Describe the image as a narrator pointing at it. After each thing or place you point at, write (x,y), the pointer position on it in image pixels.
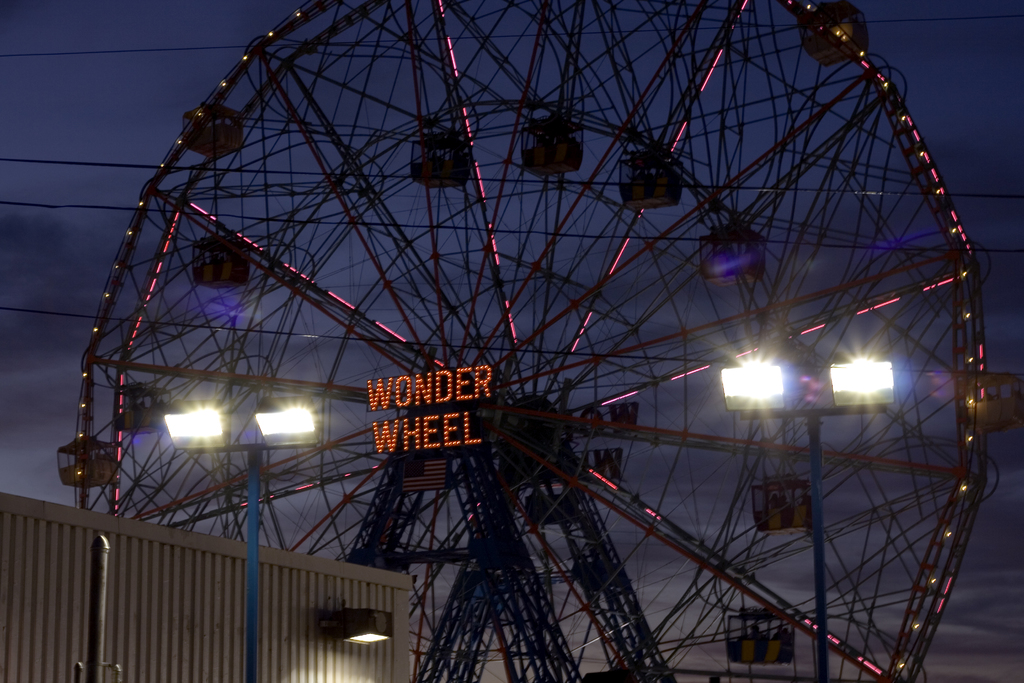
This picture is captured during the night time. In the background (343,123) we can see the sky (322,89) and transmission wires (1,157). This picture is mainly highlighted with a giant wheel (892,302). We can see the lights (486,388). On the left side of the picture (239,622) we can see the wall (264,626) and a pole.
